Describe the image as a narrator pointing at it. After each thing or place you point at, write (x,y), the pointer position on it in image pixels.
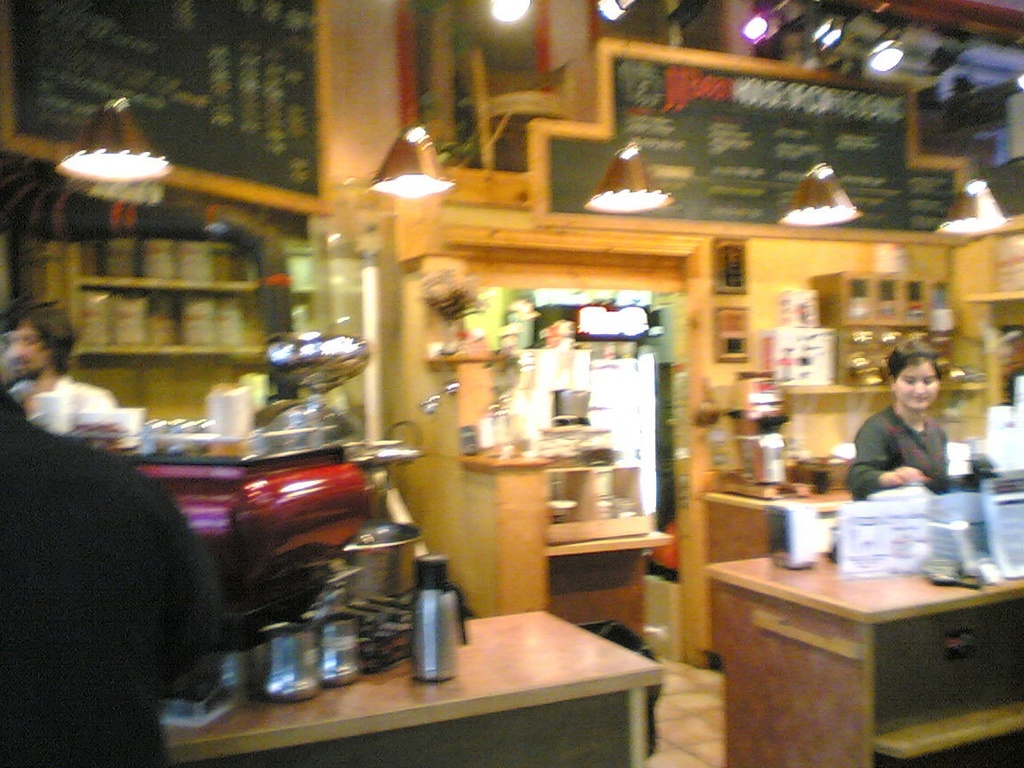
In this image I can see a table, on the table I can see glasses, jars (415,615), some objects (957,443) visible and some persons (54,386) stand in front of table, at the top (139,150) there are lights (971,191) attached to the wall (724,17) of the building (965,122). background (248,276) is blurry.
